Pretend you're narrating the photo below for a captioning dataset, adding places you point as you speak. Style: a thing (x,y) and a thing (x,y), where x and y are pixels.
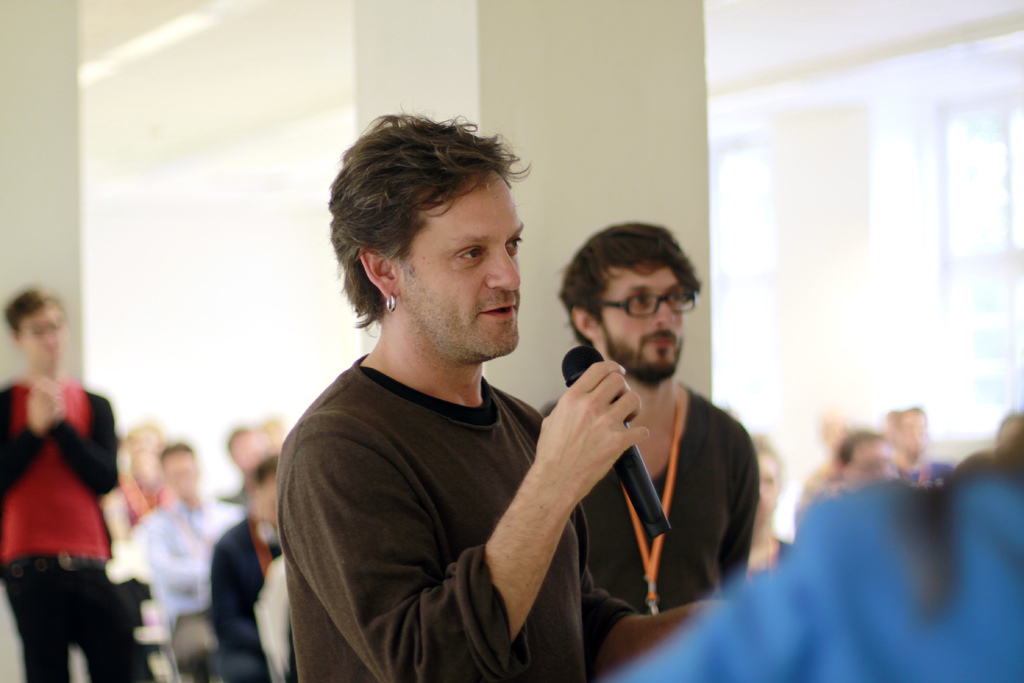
As we can see in the image there is a wall (683,106) and few people (512,577) standing and sitting over here and the man (505,206) who is standing in the front (510,467) is holding mic (578,356).
